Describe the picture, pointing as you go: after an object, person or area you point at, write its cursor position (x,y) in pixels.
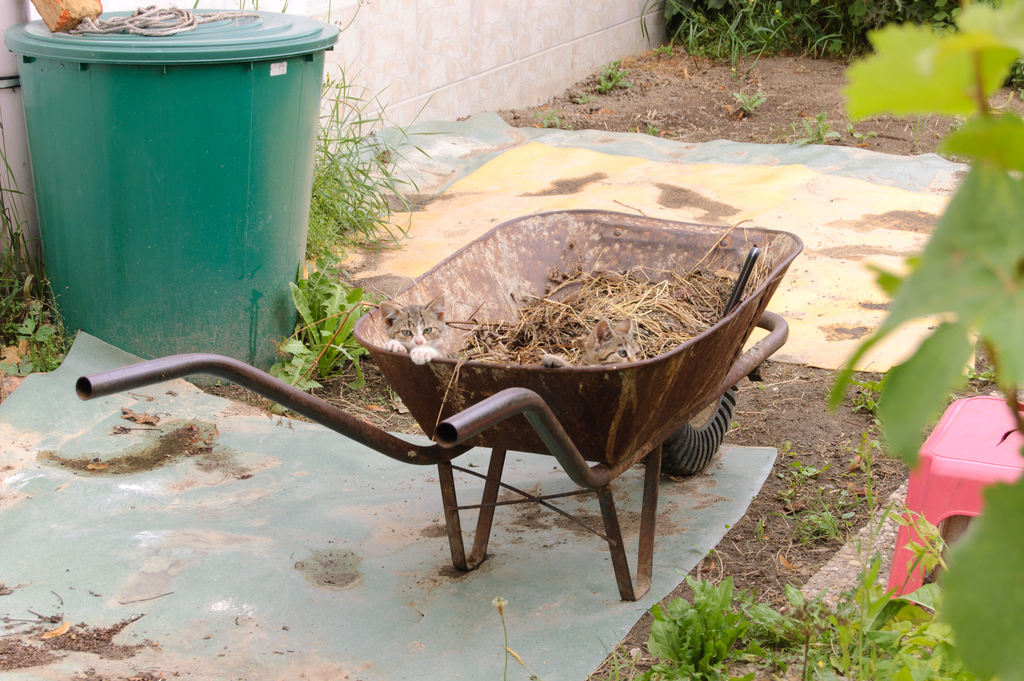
The picture consists of plants (975,623), grass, dustbin (93,113), mats (560,525), stool (963,457), cart (612,419) and waste material (653,293). On the left (327,127) we can see wall (524,11).
